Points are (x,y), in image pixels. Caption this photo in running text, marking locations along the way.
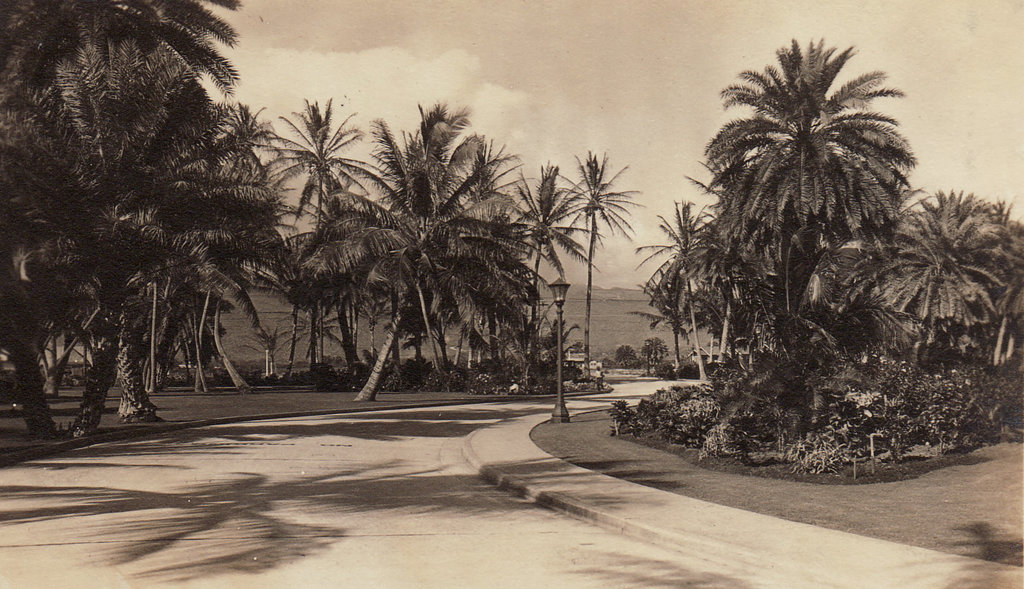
In this picture I can see there is a walkway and there are few trees (46,330) and plants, into the right and left sides. There is a pole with a light (563,288) and the sky (548,18) is cloudy. This is a black and white picture.
